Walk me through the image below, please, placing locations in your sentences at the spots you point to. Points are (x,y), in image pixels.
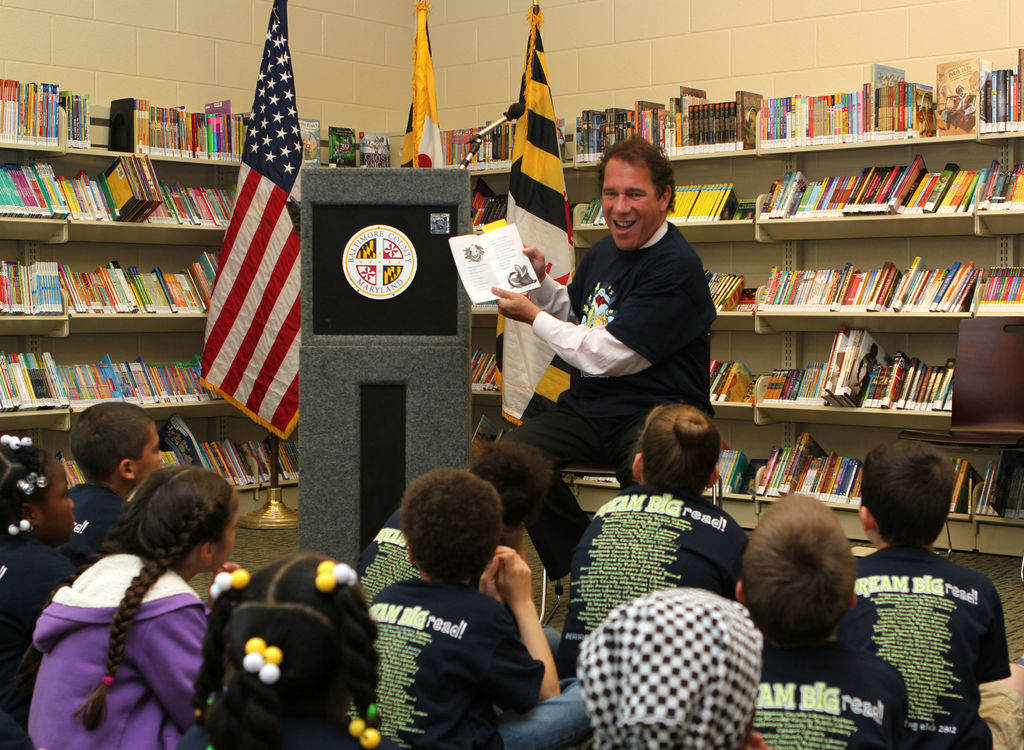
In this image I can see a person (626,314) wearing black and white dress (628,321) is sitting on a chair (604,460) and holding a book (472,285) in his hand (531,311). I can see a podium (395,241), and microphone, few flags (570,212) and few racks (151,243) with number of books (151,212) in them and I can see few children (497,621) sitting on the floor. In the background (152,43) I can see the wall (146,50).
